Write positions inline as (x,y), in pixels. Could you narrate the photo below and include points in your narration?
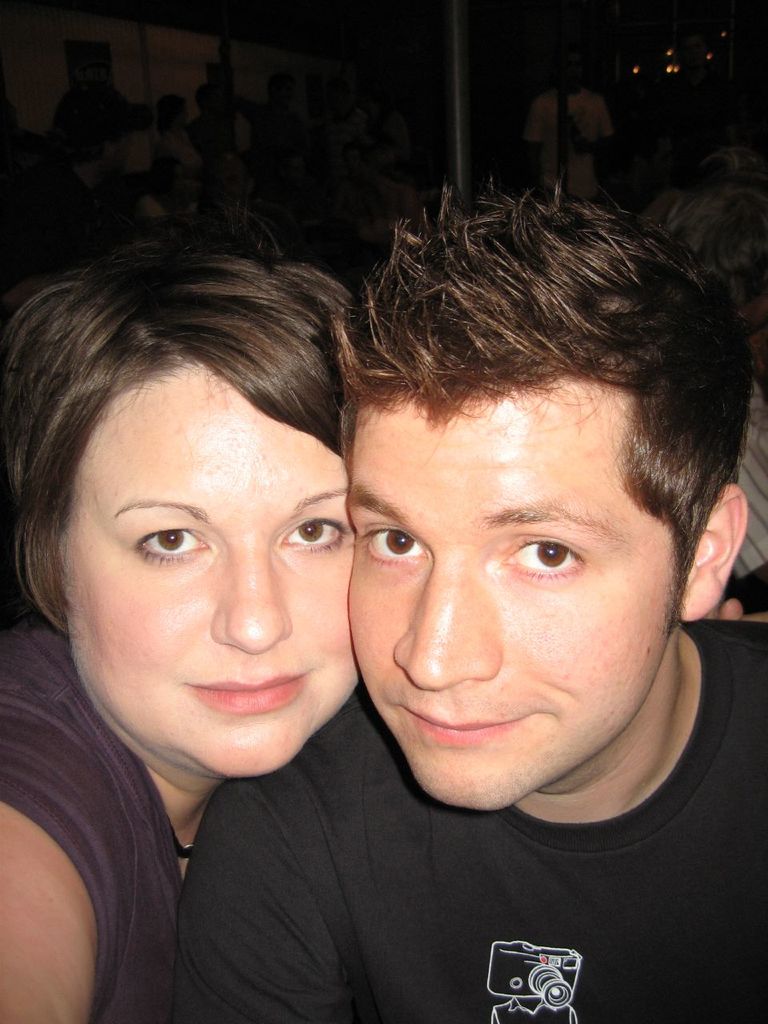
In the center of the image (346,390) there are two people (447,639). In the background (748,246) there is a pole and we can see people (394,146) standing.
